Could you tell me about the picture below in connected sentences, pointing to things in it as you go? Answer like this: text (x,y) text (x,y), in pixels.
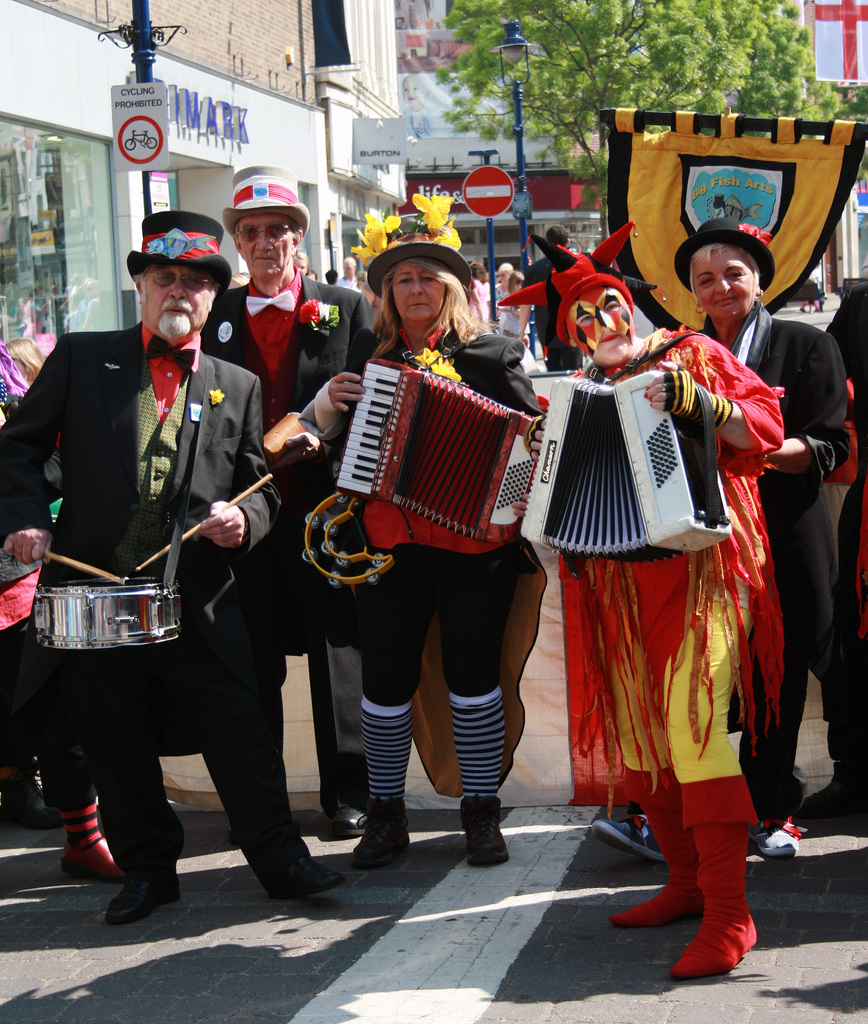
This image consists of many people (76,383) walking on the road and playing musical instruments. At the bottom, there is a road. To the left (12,225), there are buildings (88,96). In the background (602,65), there are trees (580,108) along with poles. And they are wearing costumes (222,678).
